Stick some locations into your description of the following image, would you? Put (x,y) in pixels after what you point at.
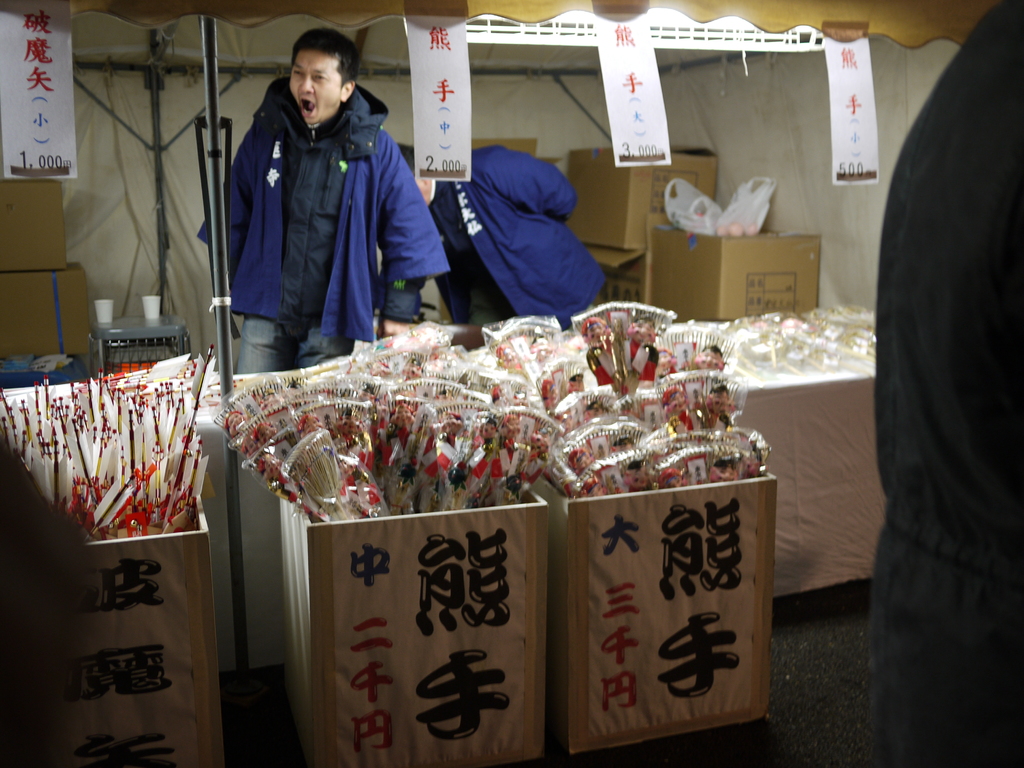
As we can see in the image there is a man (359,231) wearing blue color jacket (414,261), boxes (96,643), white color wall (829,222), stool (168,343) and banners (37,47). On stool (110,338) there are two glasses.
